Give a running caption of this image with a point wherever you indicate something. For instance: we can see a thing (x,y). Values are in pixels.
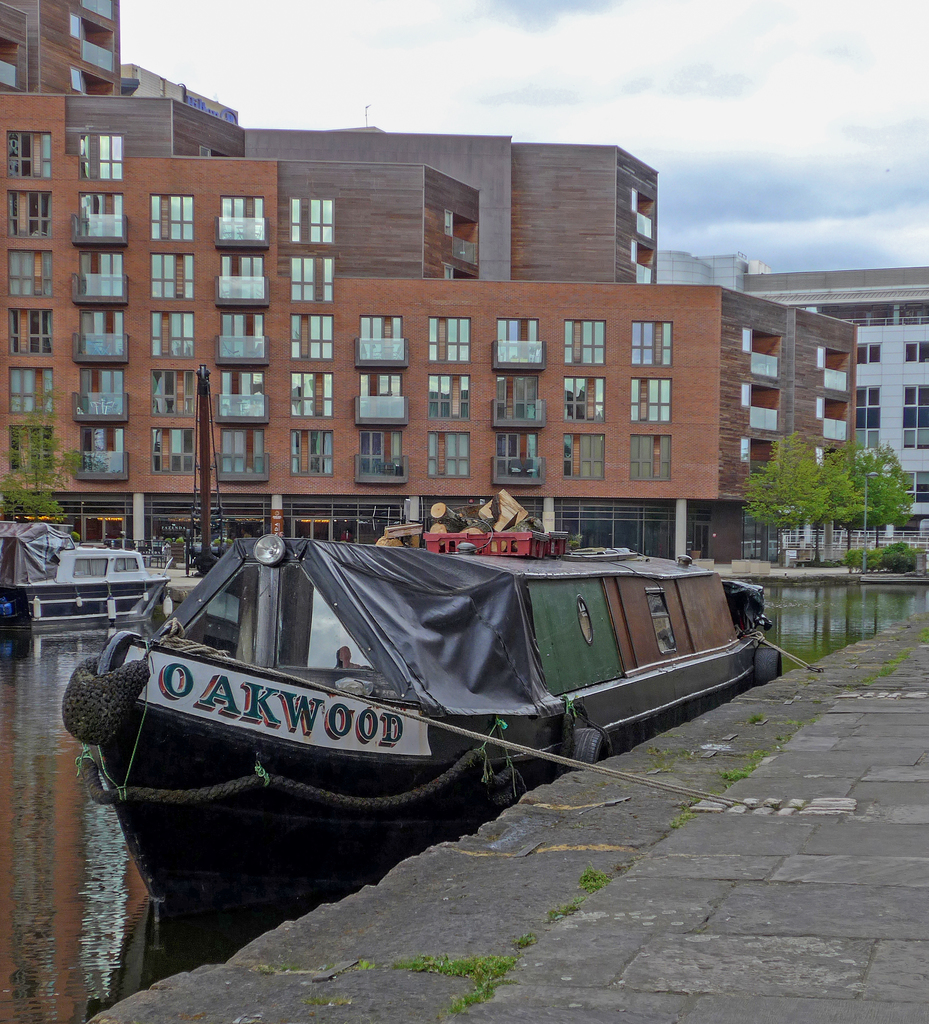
In the picture we can see a path (796,889) beside it, we can see a boat (248,819) in the water (883,593), which is black in color and name to it as Oak wood and beside the boat (124,750) we can see another boat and behind it, we can see some plants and a huge building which is brown in color with many windows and glasses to it and beside it we can see some other buildings (886,378) and near it also we can see some plants (805,496) and in the background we can see a sky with clouds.
